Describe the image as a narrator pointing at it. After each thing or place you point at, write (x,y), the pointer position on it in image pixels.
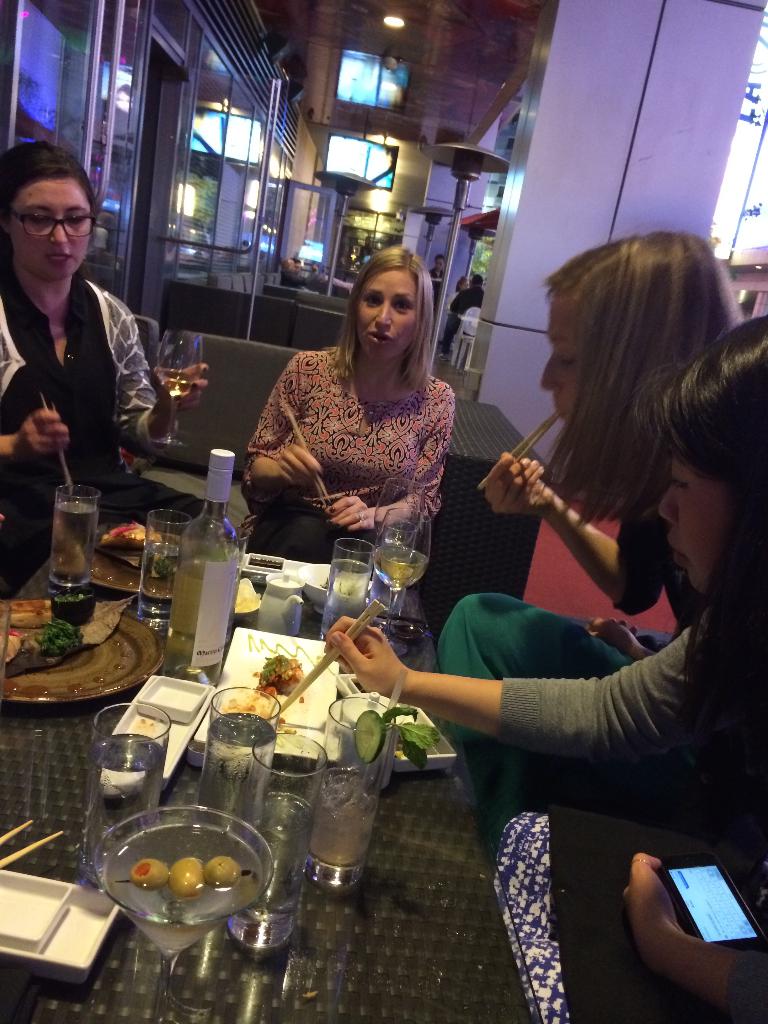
In the image we can see there are people (500,690) who are sitting and they are eating. On the table (244,627) there is a wine glass bottle (224,482), kettle (286,607), food (61,626) in a plate (65,670).
